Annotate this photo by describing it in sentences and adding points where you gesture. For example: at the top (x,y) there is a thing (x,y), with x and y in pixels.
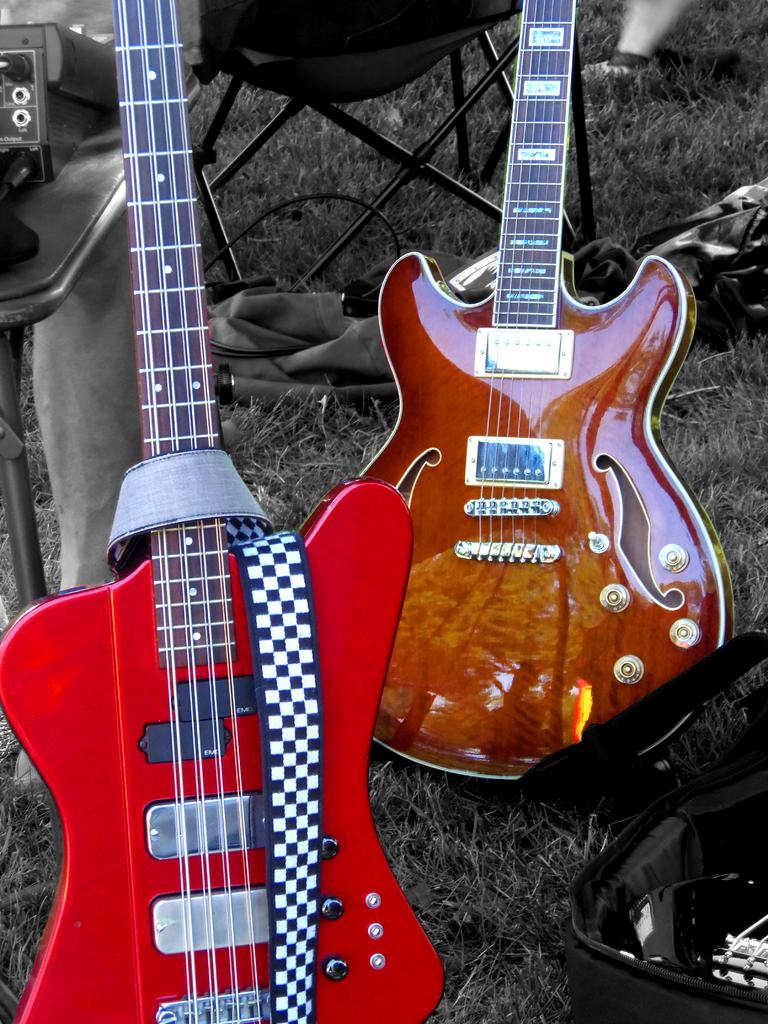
In the picture we can find two guitars (502,610), one is red in colour and one is brown in colour. Behind that guitars (489,605) there is a stool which is on the grass (707,160) and somethings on the grass (700,133).
